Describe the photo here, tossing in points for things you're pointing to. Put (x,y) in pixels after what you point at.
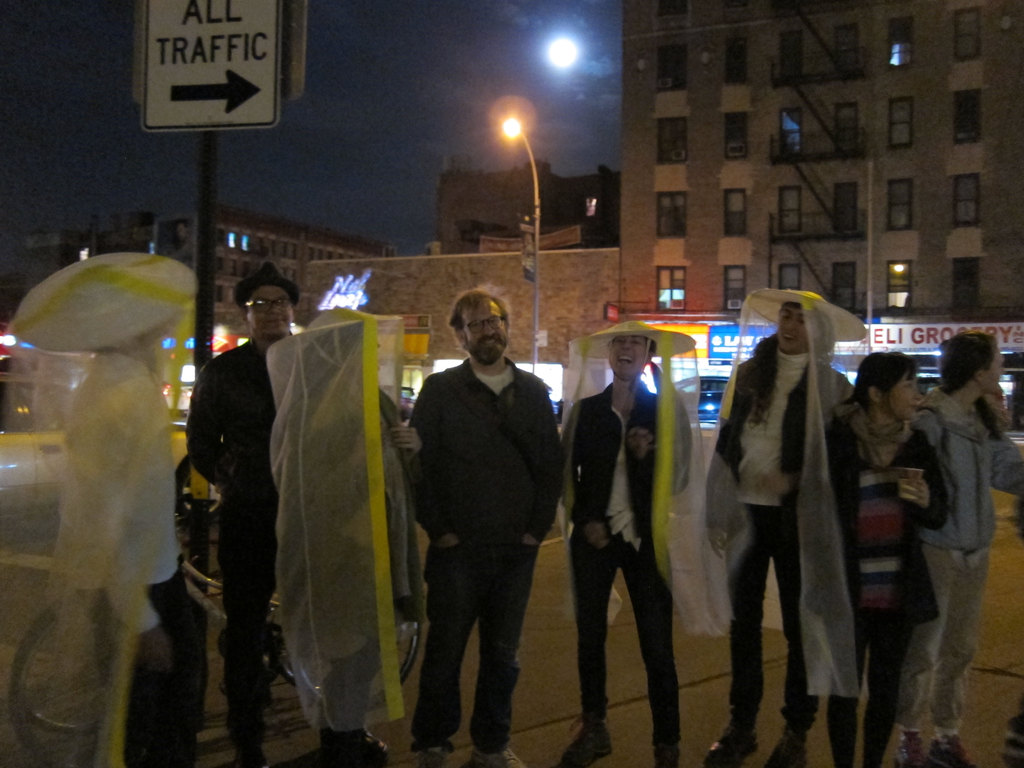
In this picture there are group of people (534,510) standing where few among them are wearing an object (388,440) which is in yellow and white color and there are buildings (697,195) in the background (563,232).
